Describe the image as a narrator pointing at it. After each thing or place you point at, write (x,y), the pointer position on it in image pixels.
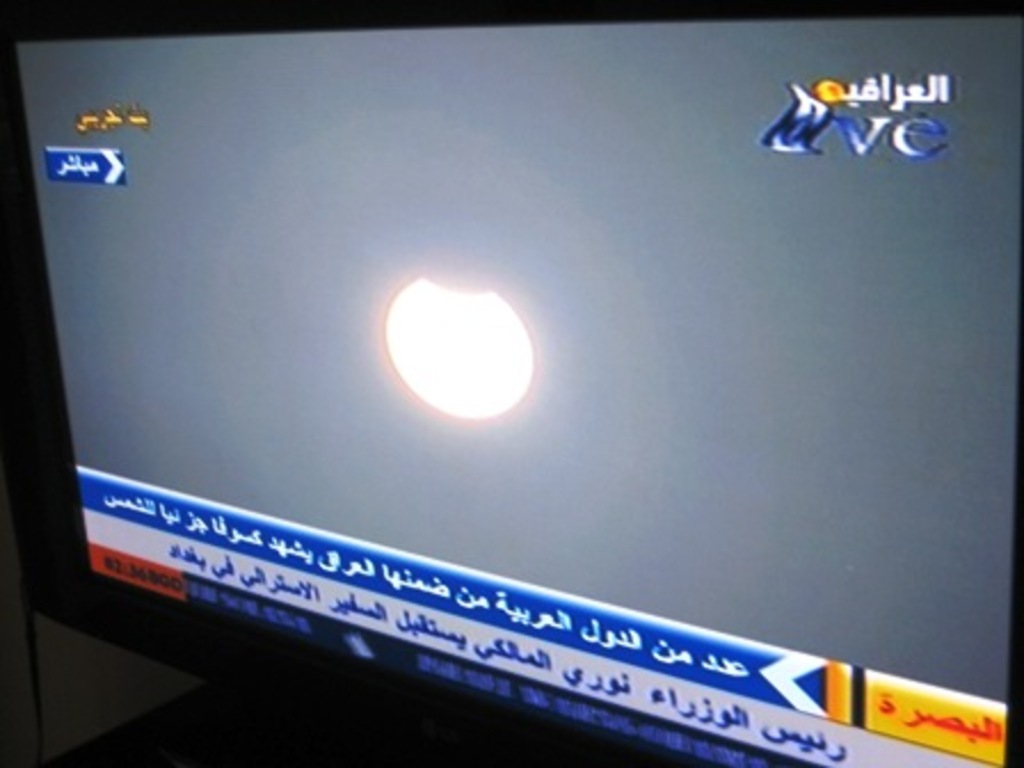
In this image we can see TV (414,534) on a platform (131,745) and In the screen (433,508) we see some headlines (769,700) and sun (420,300) in the sky (387,229).
